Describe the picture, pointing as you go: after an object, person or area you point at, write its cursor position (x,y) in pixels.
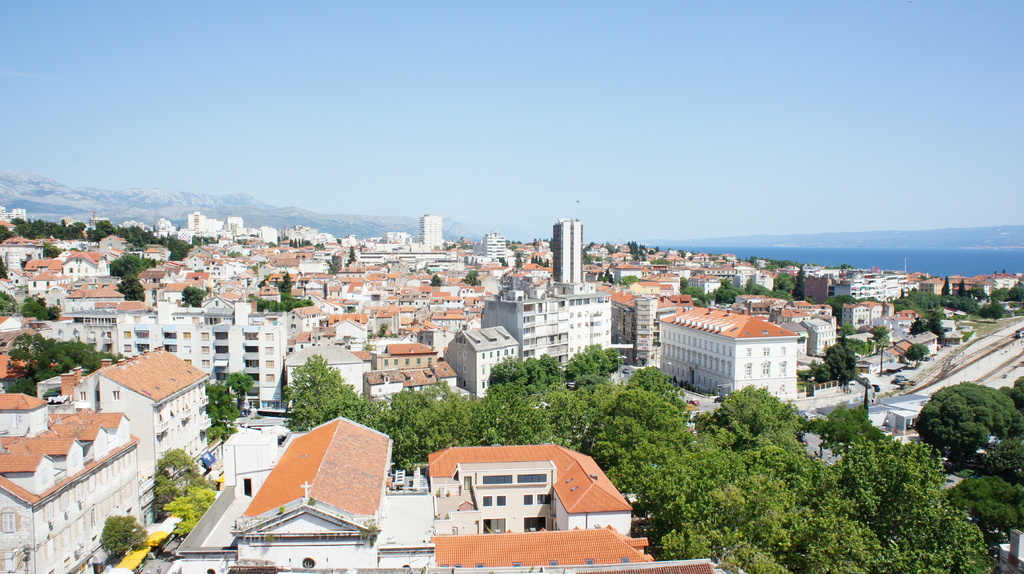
In this image I can see many buildings (321,436) and trees (637,505). To the right (921,380) I can see the poles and the track (946,372). In the background (268,219) I can see the mountains (383,232) and the sky (414,155).
